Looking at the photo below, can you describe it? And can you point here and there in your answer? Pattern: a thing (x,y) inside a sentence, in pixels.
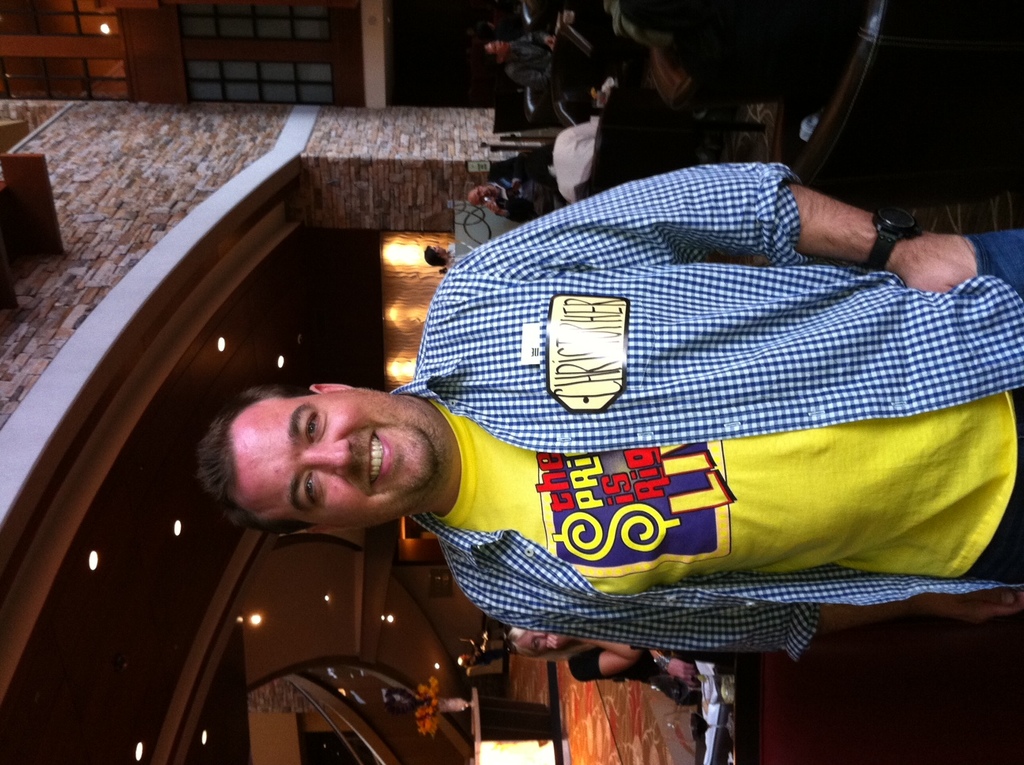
This is the picture of a man (536,509) in a restaurant (458,168). The man (663,429) is in yellow t shirt (716,484) with a blue checks shirt (672,332). The man (664,301) wearing a watch (886,245) to his left hand (872,247). There are group of people (660,91) sitting on the chair (567,118). The background of the man (728,495) is a wall (145,257) with bricks (110,178) and with lights (220,346) and there are glass windows (214,74). There is person (596,658) sitting behind the man (862,232).
